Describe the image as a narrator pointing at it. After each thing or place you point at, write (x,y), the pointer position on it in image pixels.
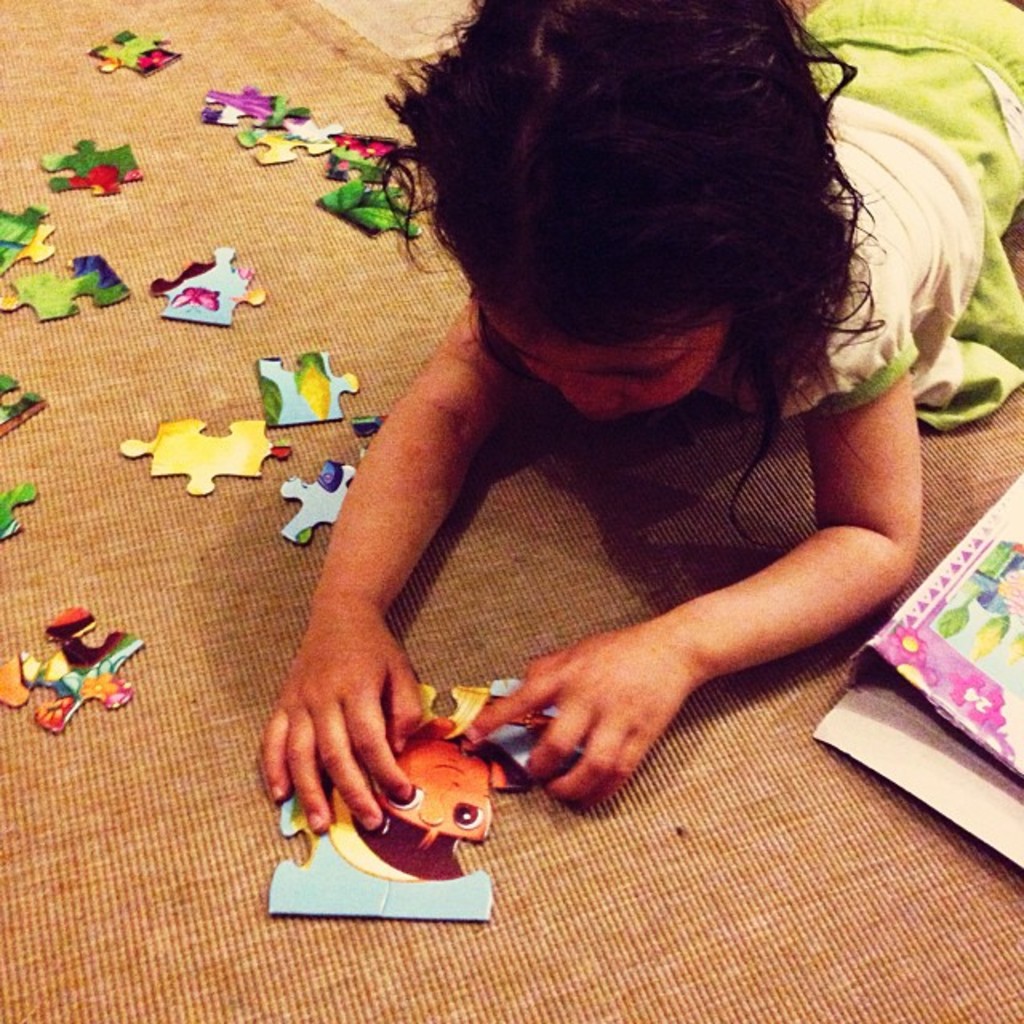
In this image we can see a child (451,500) playing a puzzle game (281,883) on the floor (184,539).
